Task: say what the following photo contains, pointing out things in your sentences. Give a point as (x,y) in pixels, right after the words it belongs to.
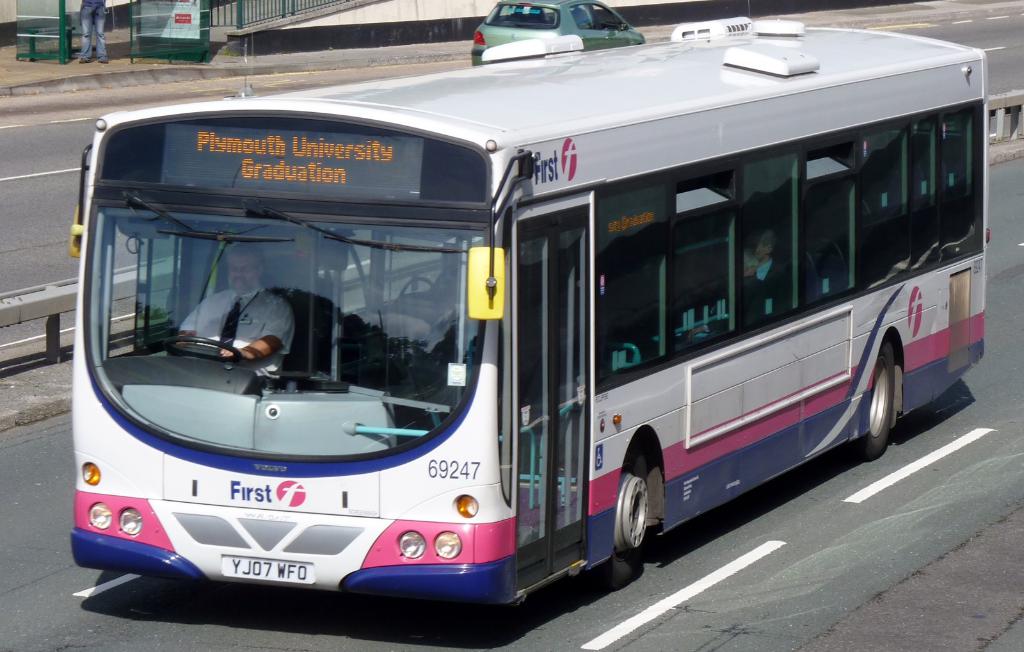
In this image we can see a bus (767,309) and a car (519,22) on the road (35,351), there is a person (232,309) driving the bus (314,389) and on the left side (86,22) there is an iron fence (273,14) and a person legs (105,40).
